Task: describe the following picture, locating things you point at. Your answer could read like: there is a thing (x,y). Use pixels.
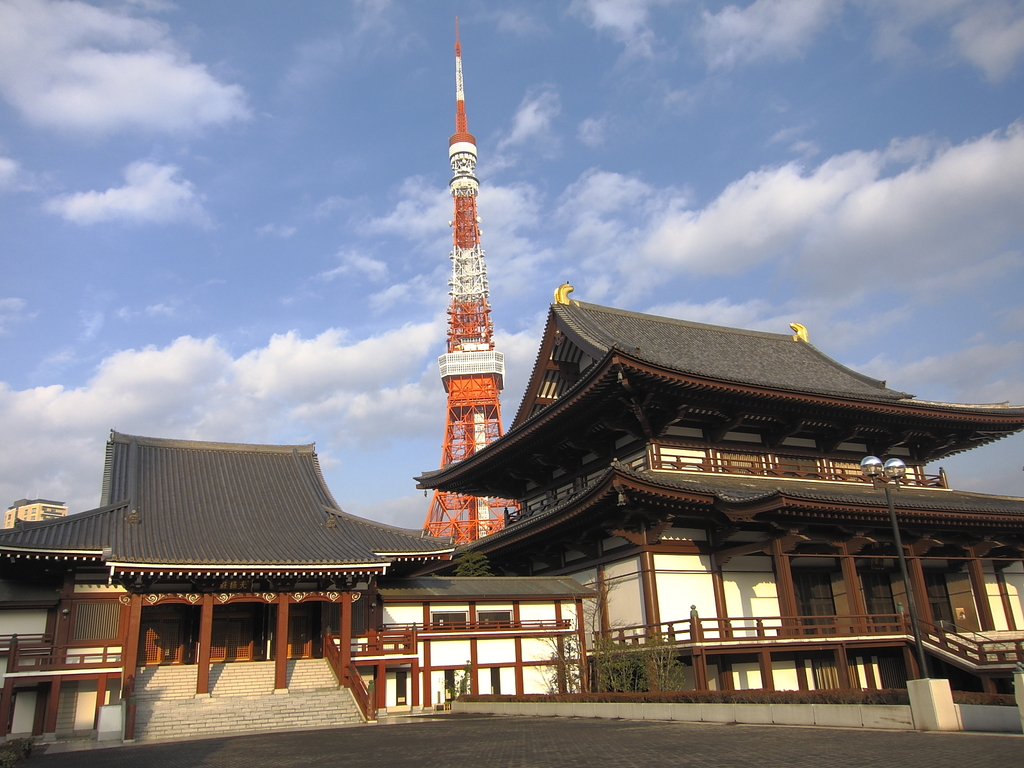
In this image, this looks like a tower (461,499). These are the buildings (696,404) with the wooden pillars (341,625) and windows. I can see the small trees (602,678). These are the clouds (217,412) in the sky (240,165).
